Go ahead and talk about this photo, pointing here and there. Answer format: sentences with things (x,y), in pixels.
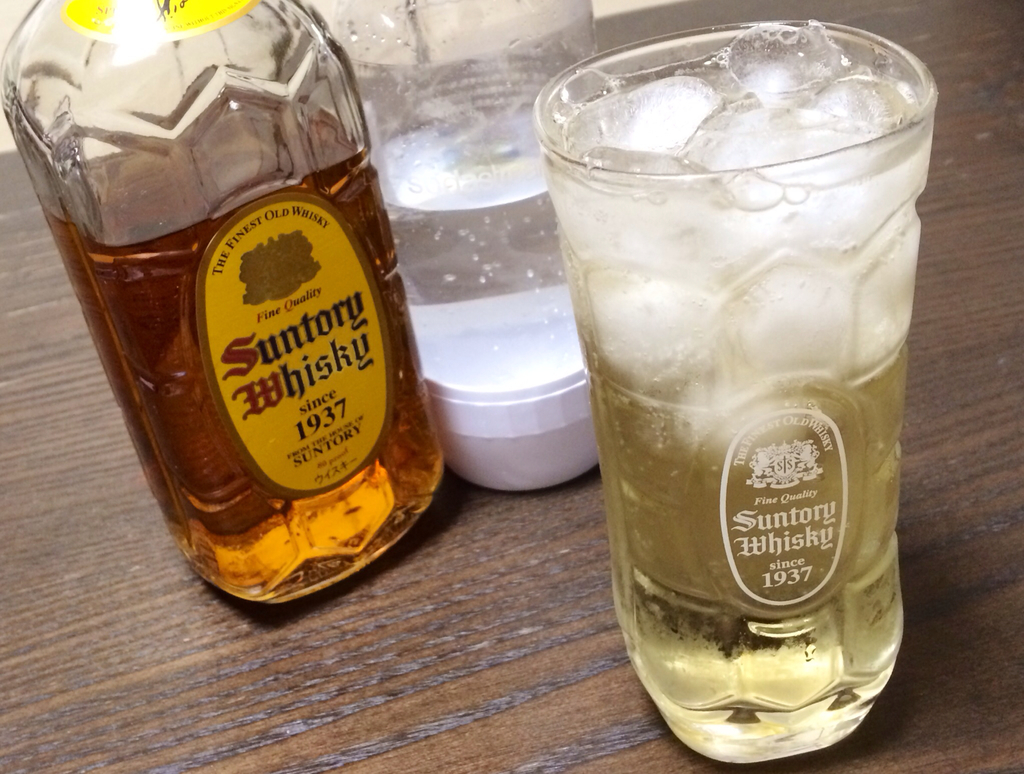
As we can see in the image there is a table (525,632). On table (1010,650) there are glasses (641,359) and bottle (238,420).
